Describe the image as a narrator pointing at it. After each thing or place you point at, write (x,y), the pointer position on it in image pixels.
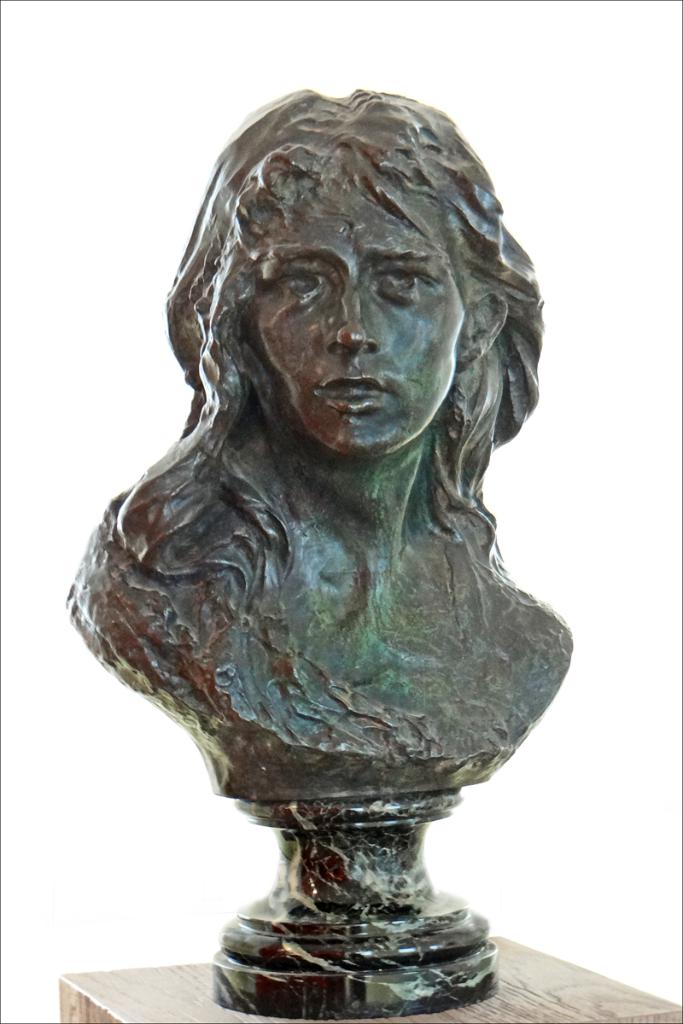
In this image we can see a sculpture (351,656) on the wooden stand (525,1013).
